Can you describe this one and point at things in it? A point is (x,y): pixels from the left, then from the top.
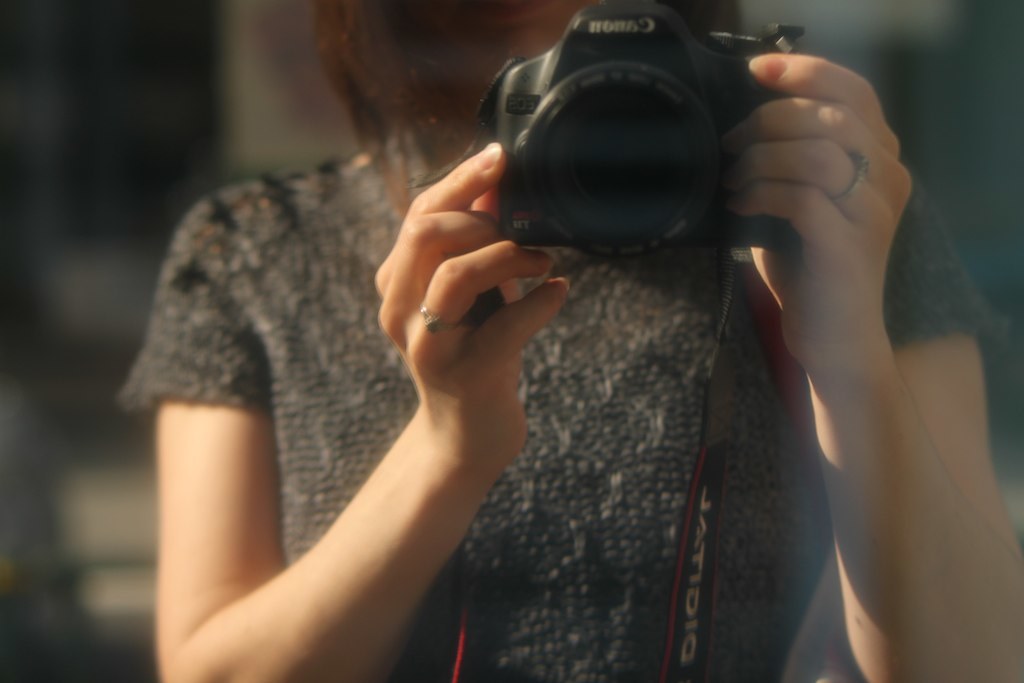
In this image, we can see a person (812,167) holding the camera (522,194). We can also see the blurred background (998,63).
